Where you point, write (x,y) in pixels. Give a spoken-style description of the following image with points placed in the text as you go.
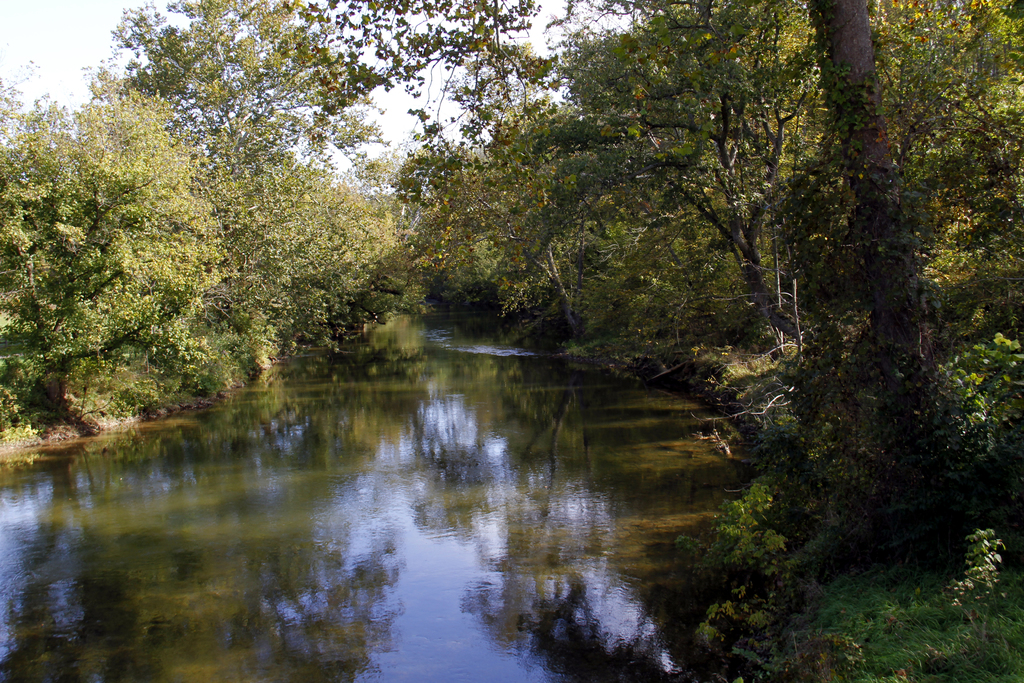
In the picture I can see the water (406,510), trees (404,275), plants (832,488) and the grass (965,632). In the background (379,92) I can see the sky (393,93).
